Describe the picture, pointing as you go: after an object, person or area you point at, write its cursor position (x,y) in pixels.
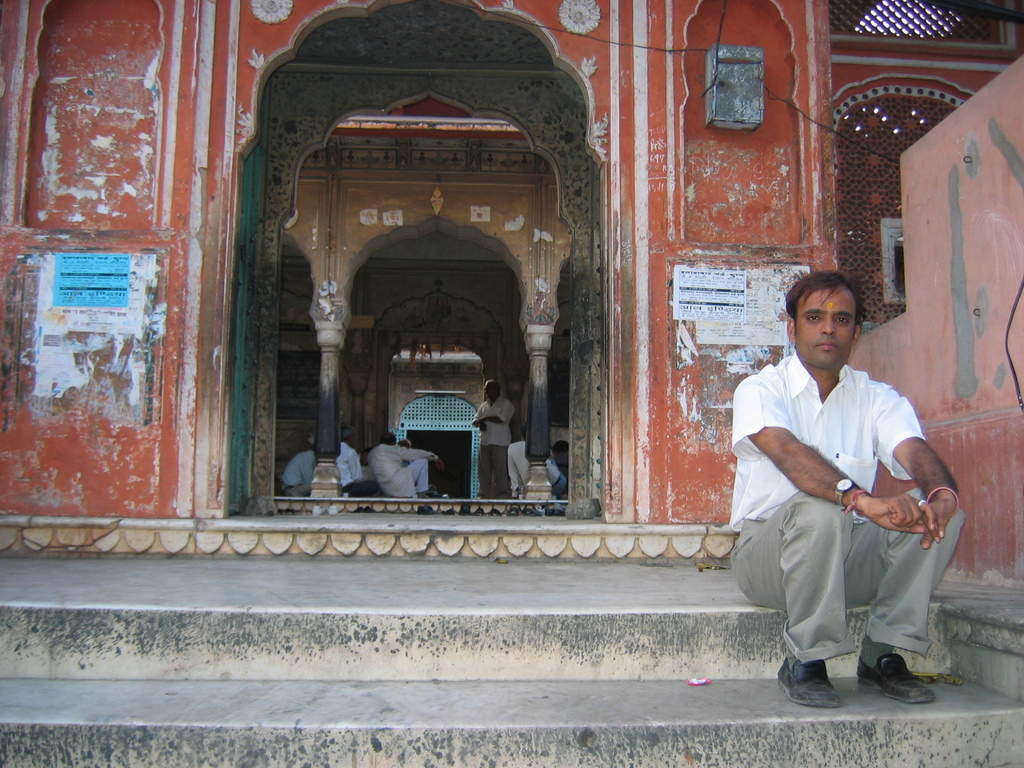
In this image I can see a building (292,252), in front of the building (666,490) I can see a person (862,579) sit on the staircase (190,711), inside the building (258,449) I can see few persons (372,490).
